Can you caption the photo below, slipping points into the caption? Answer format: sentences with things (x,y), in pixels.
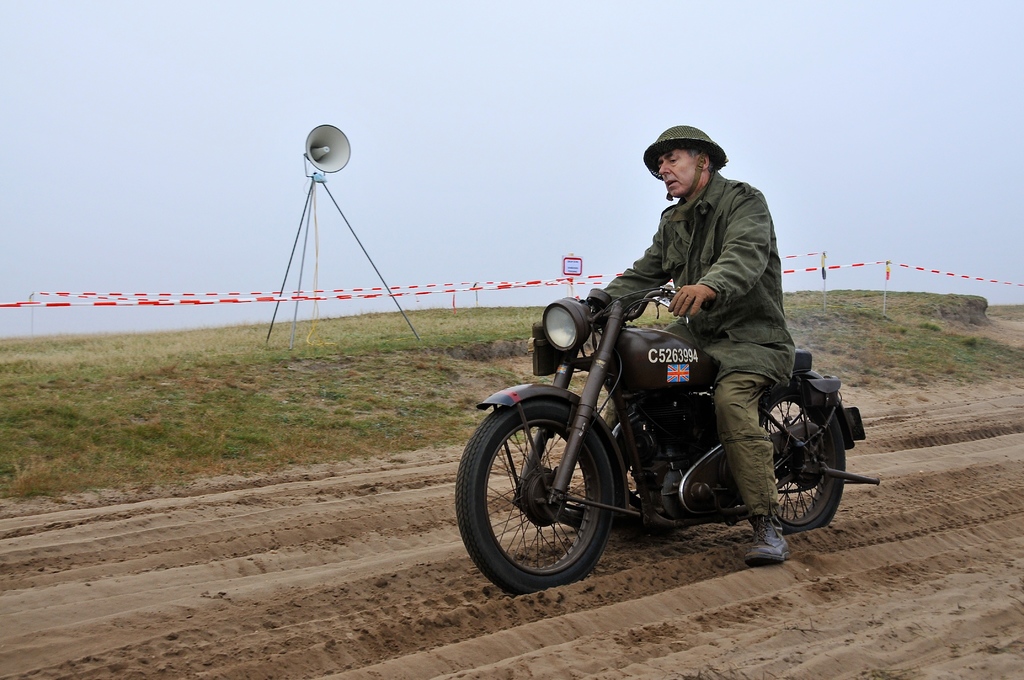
This picture shows a man (688,295) riding a bike (472,491) in the mud (469,569) wearing a helmet (661,149). In the background (365,337) there is a land (374,340), a speaker (318,153) and a sky (491,134) here.
